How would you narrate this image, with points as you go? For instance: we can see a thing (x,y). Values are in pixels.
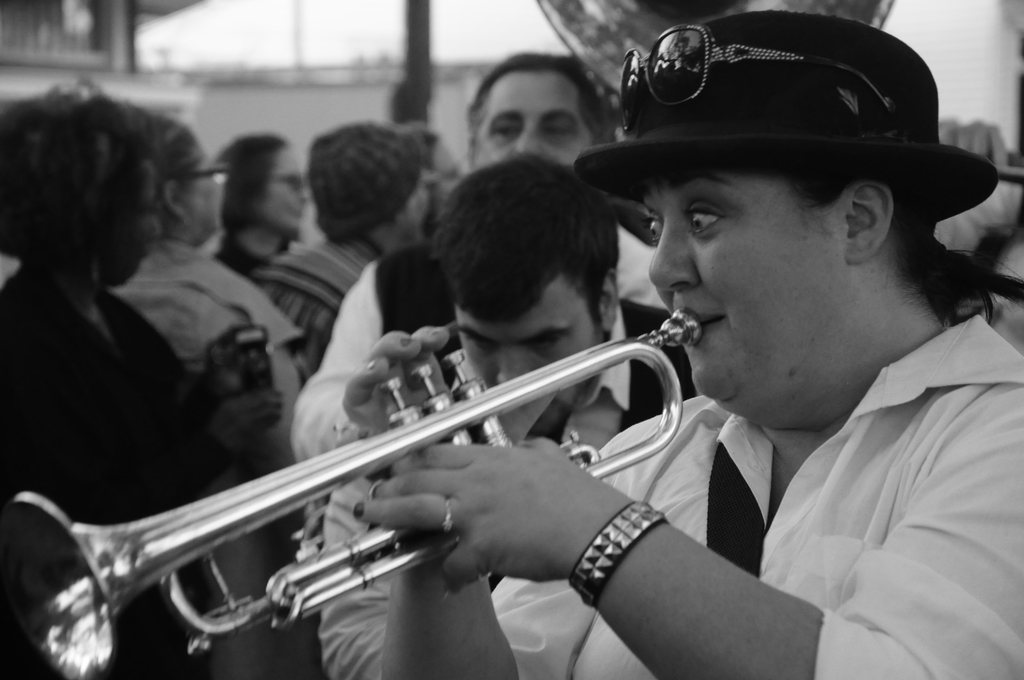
This is a black and white image. In this image, on the right side (765,351), we can see a person (828,392) playing a musical instrument (664,449). In the background (395,295), we can see a group of people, glass window (81,36) and a building (387,115).
